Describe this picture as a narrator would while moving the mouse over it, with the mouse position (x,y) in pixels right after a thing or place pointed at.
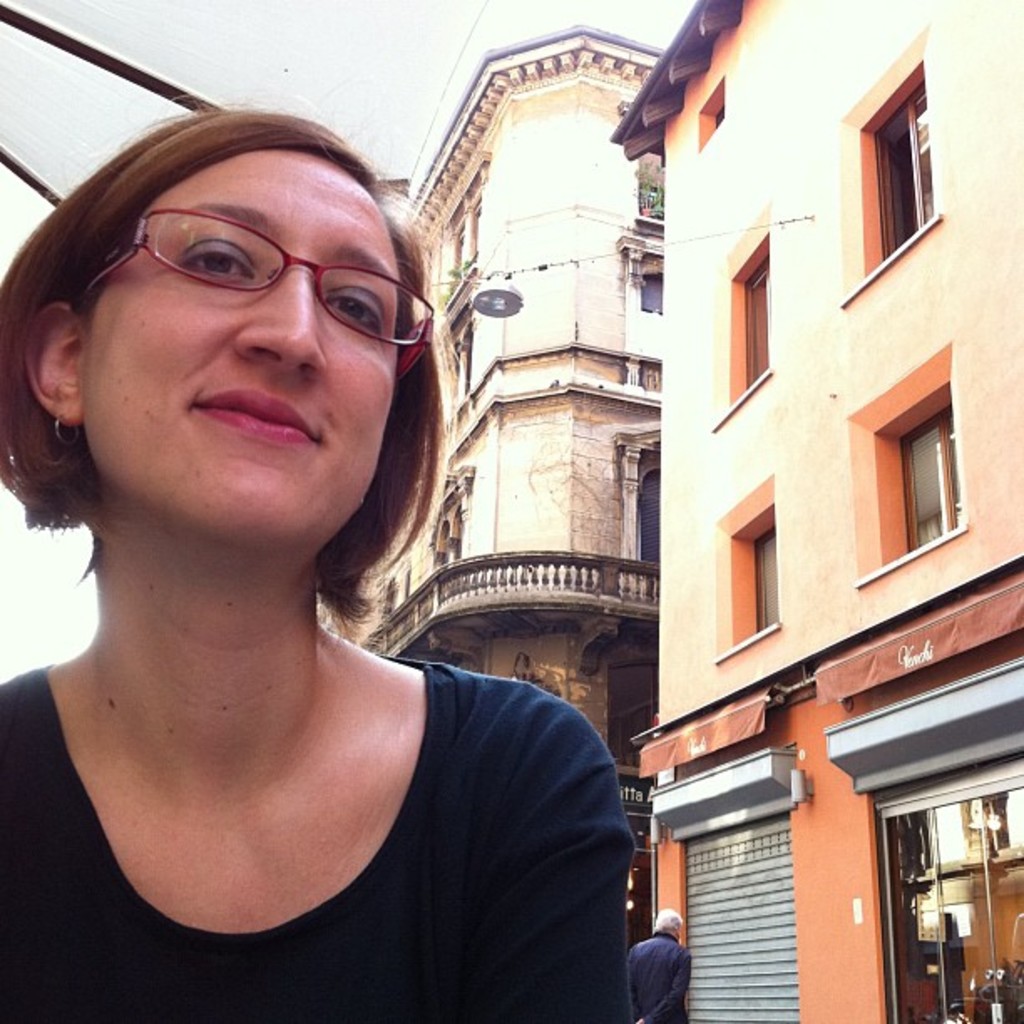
On the left side of the image (290,696) a lady (290,696) is there and wearing spectacles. On the right side of the image (728,439) we can see buildings (691,464), stores (842,704), windows (911,530), wall (873,241) are there. At the top of the image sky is there.
